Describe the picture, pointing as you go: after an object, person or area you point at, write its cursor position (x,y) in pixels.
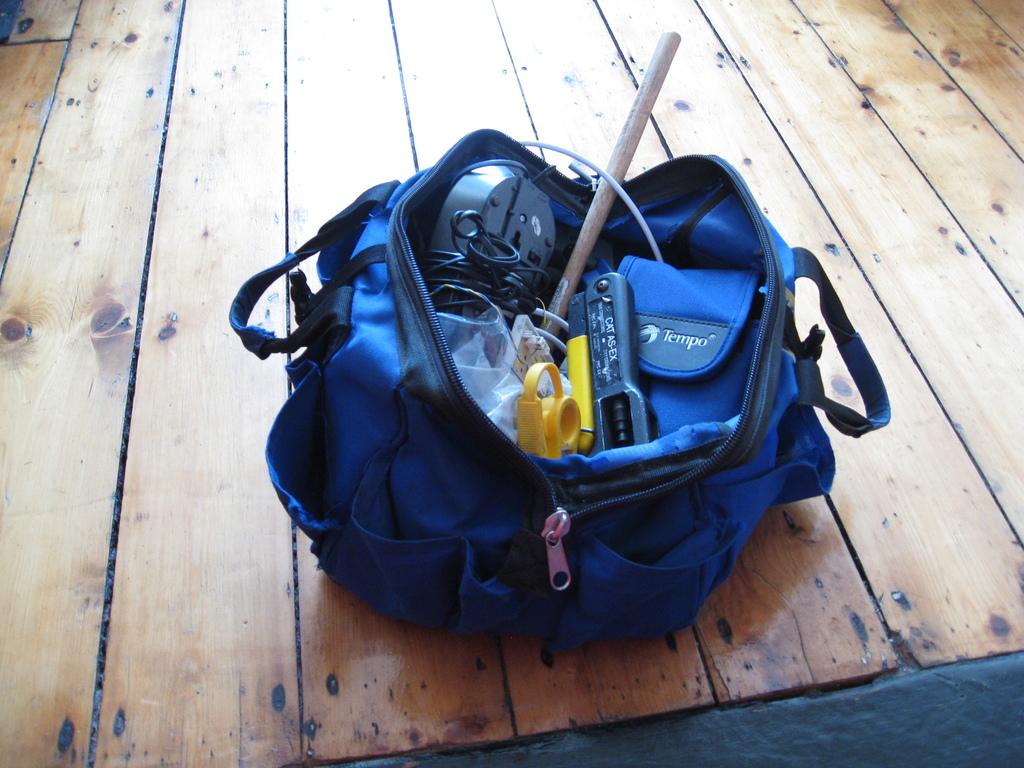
In this image there are some objects (563,316) kept in a blue colored bag (343,371) which is in middle of this image (345,327), and there is a wooden floor (192,294) in the background (184,256).
